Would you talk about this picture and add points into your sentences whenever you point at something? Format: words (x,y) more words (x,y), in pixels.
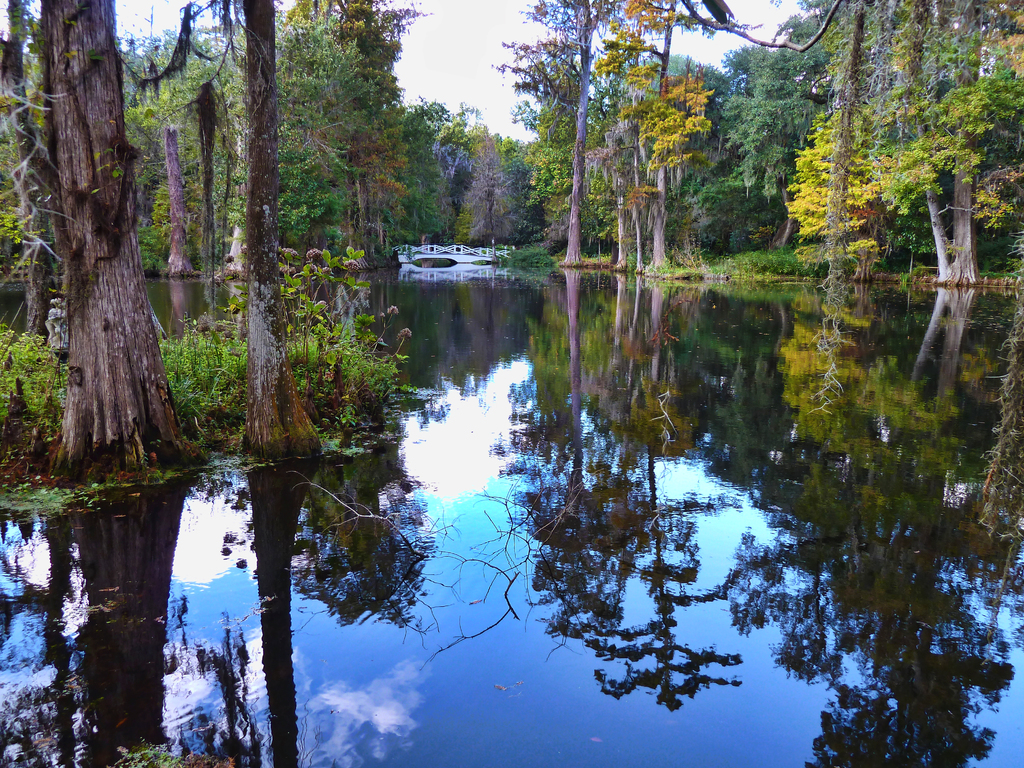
This image consists of water (452,616). In the background (424,189), there are many trees (735,214). At the top (503,15), there is sky (496,16).
